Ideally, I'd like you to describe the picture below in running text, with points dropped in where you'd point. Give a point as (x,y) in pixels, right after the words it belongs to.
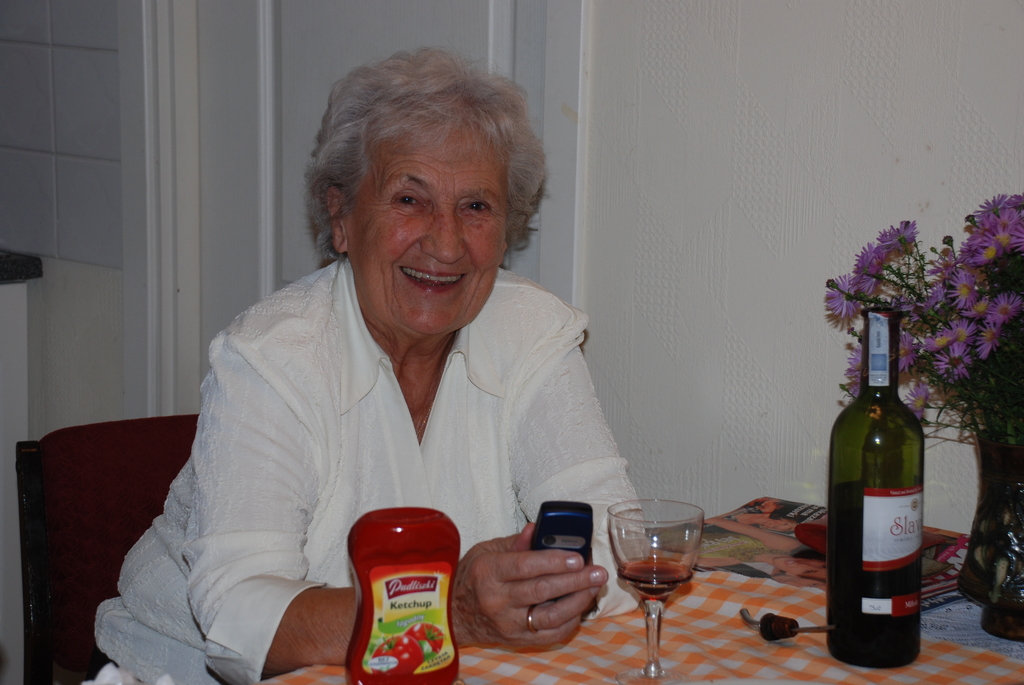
In this picture there is a woman (534,431) sitting on chair (178,458) at the table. She is wearing a white dress (354,514) and holding a mobile phone (542,538) in her hand (527,538). She is smiling. There is a magazine (758,514), a wine bottle (848,521), a wine glass (665,557), a flower vase (997,504) and a ketchup bottle (450,626) on the table (517,662). A cloth (502,655) is spread on the table (926,659). In the background (735,103) there is wall (77,92).
